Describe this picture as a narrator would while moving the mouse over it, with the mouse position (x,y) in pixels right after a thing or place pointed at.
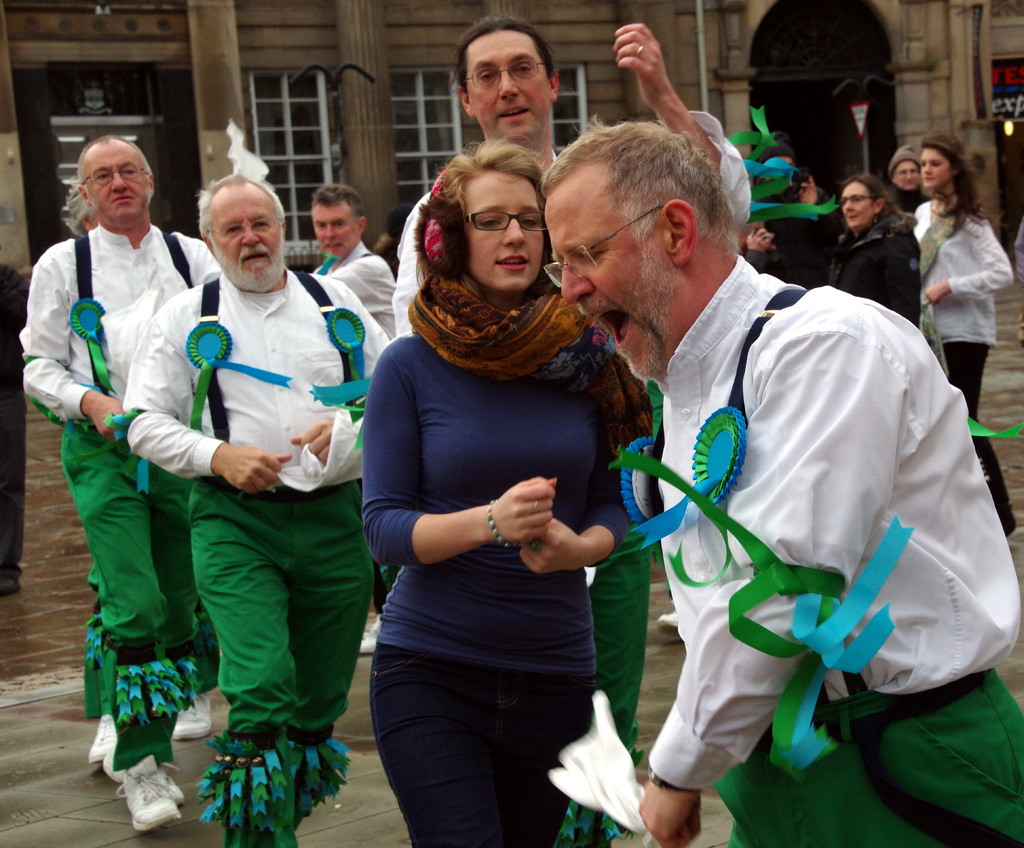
In this image we can see many persons (499,315) on the floor (370,741). In the background (106,112) we can see buildings (392,111), pillar (380,118) and windows (288,119).
